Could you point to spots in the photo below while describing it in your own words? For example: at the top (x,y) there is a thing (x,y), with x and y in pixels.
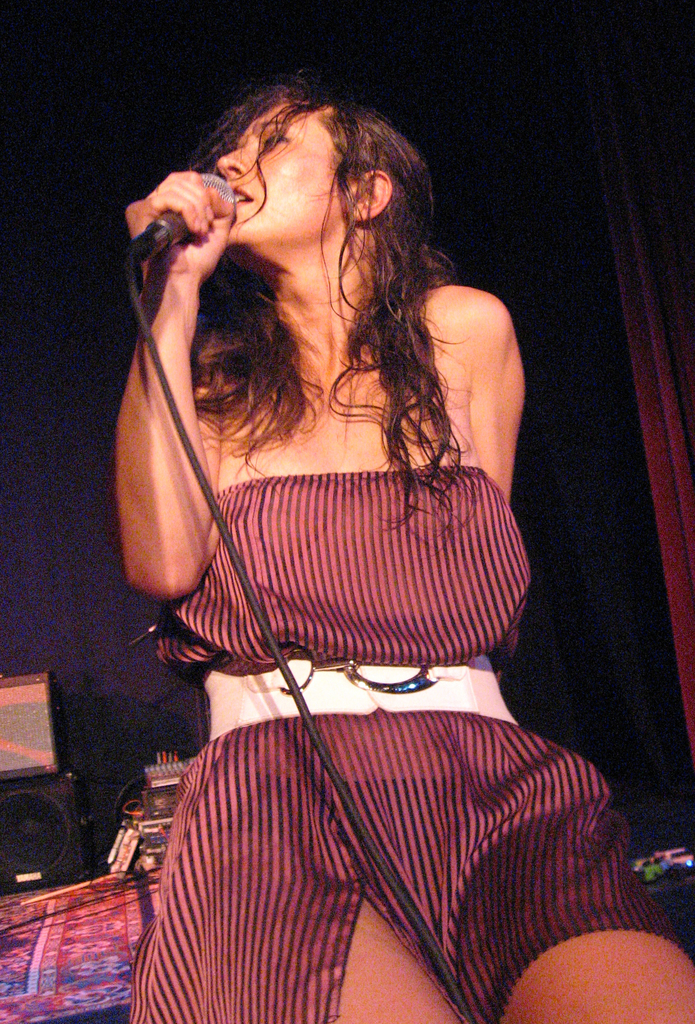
In this image we can see a woman (286,420) and the woman (237,452) is holding a mic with wire (296,688). In the bottom left (148,812) we can see few objects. The background of the image (85,572) is dark.
